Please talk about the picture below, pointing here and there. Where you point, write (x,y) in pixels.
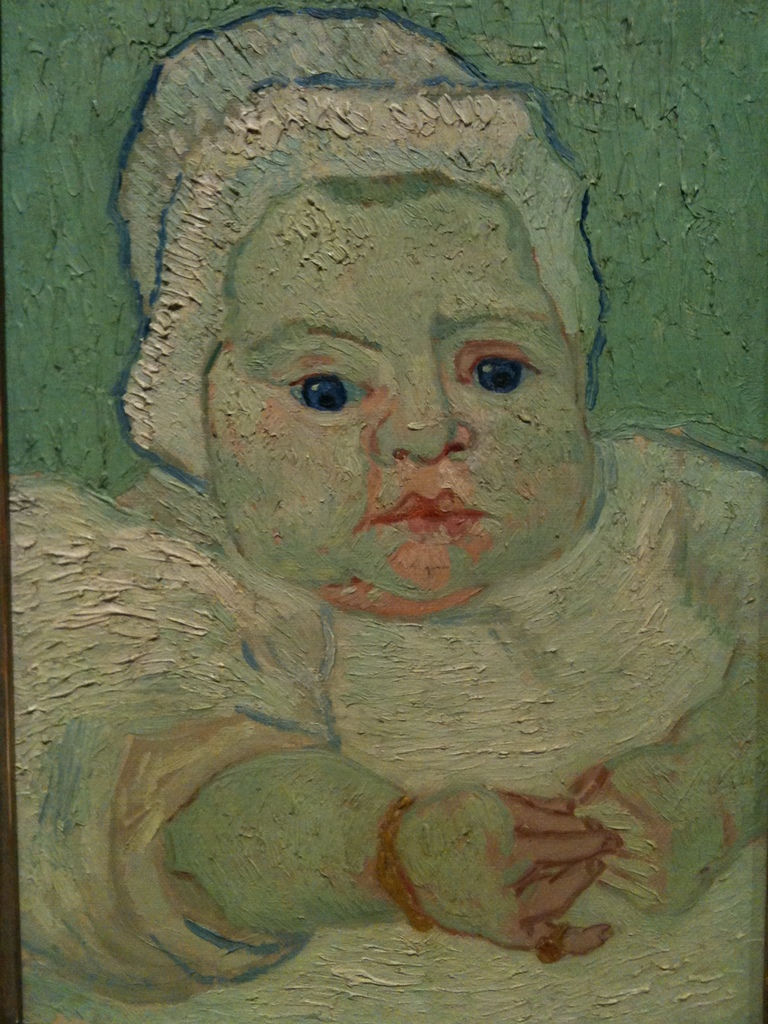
In this image, we can see a painting (666,837) of a kid (624,685). In the background (89,455), we can see green color.
